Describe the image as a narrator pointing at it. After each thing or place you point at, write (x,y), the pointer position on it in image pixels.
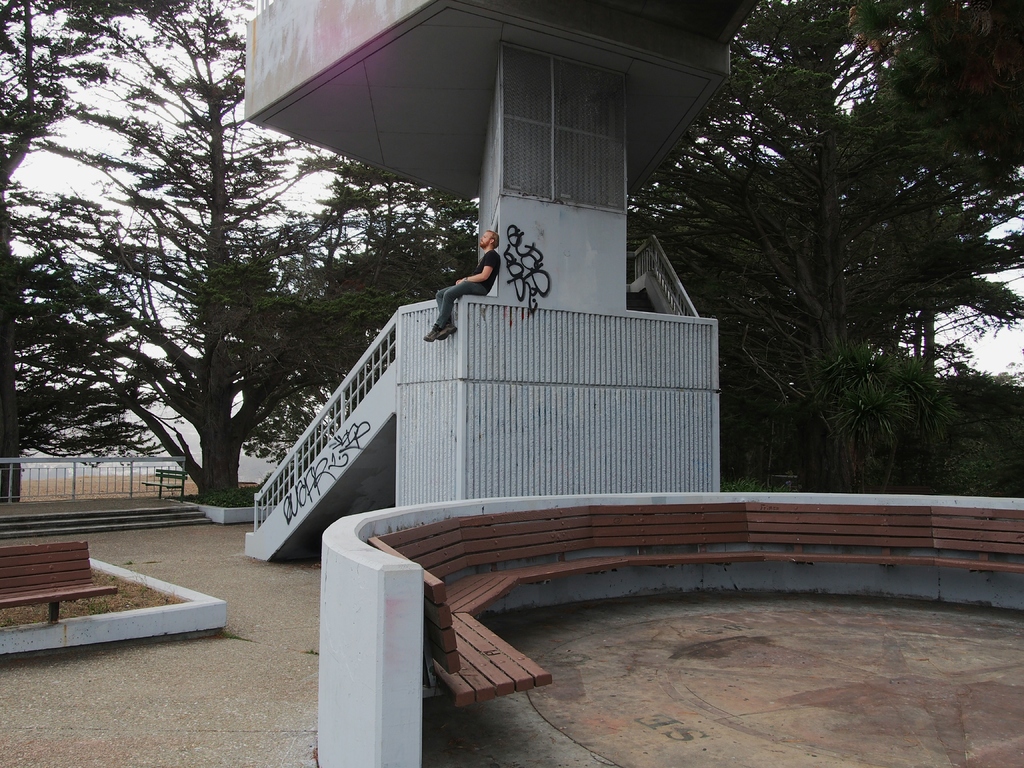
In this image we can see a person (487,283) sitting on the wall (468,390) and there is a pillar (537,205), stairs (74,521), railing (140,485), a bench (59,583) on the ground (508,621) and benches (463,692) to the wall (417,598), trees (695,212) and the sky (43,163) in the background (213,182).
